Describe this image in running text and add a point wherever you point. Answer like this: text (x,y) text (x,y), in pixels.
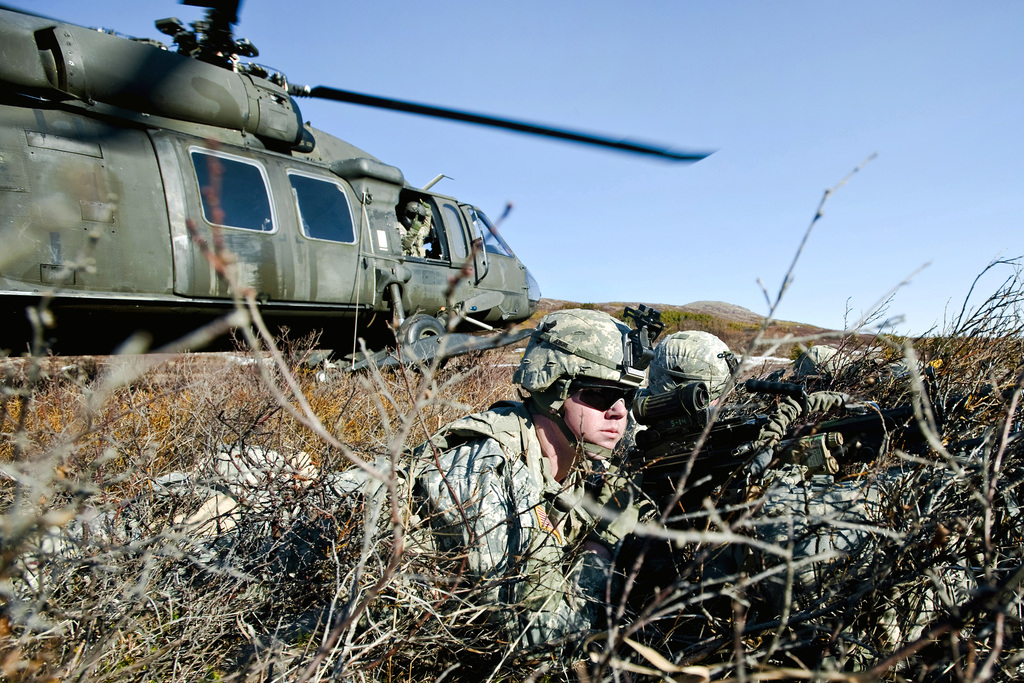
In this picture we can see some people (624,429) hiding behind the dried plants (413,410). Behind the people (470,454) there is a military helicopter (201,163). On the right side of the helicopter (261,241) there is a small hill (710,317) and the sky (708,166).
